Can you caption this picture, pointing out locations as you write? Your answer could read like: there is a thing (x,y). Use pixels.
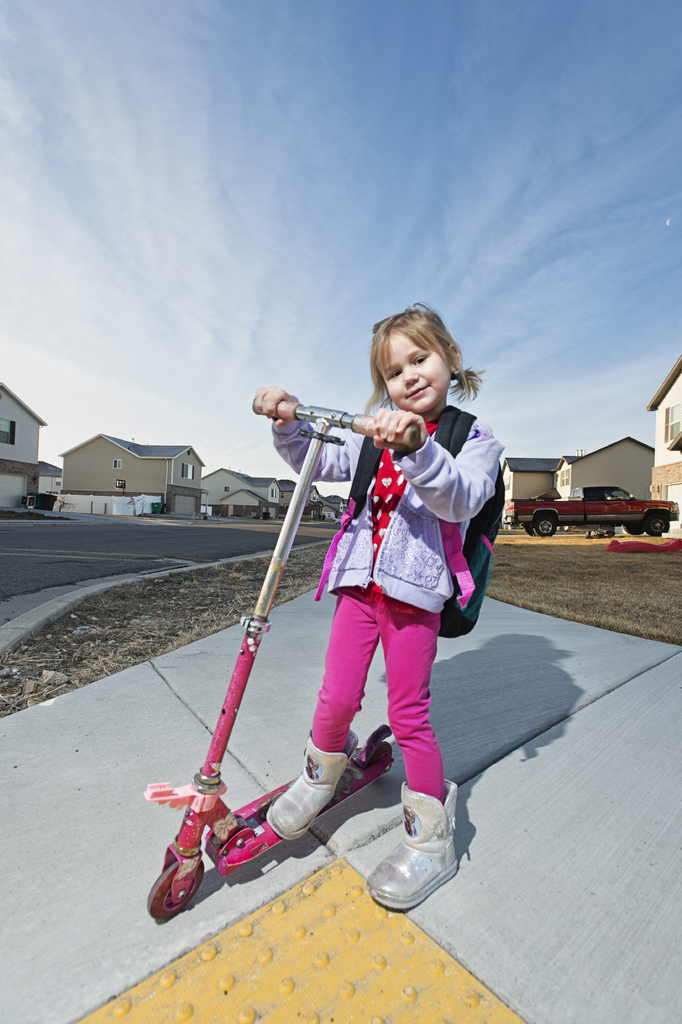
In this picture there is a kid (399,628) carrying a bag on her back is on a skate cycle (352,771) and there are few vehicles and buildings (572,458) in the background (134,469).
